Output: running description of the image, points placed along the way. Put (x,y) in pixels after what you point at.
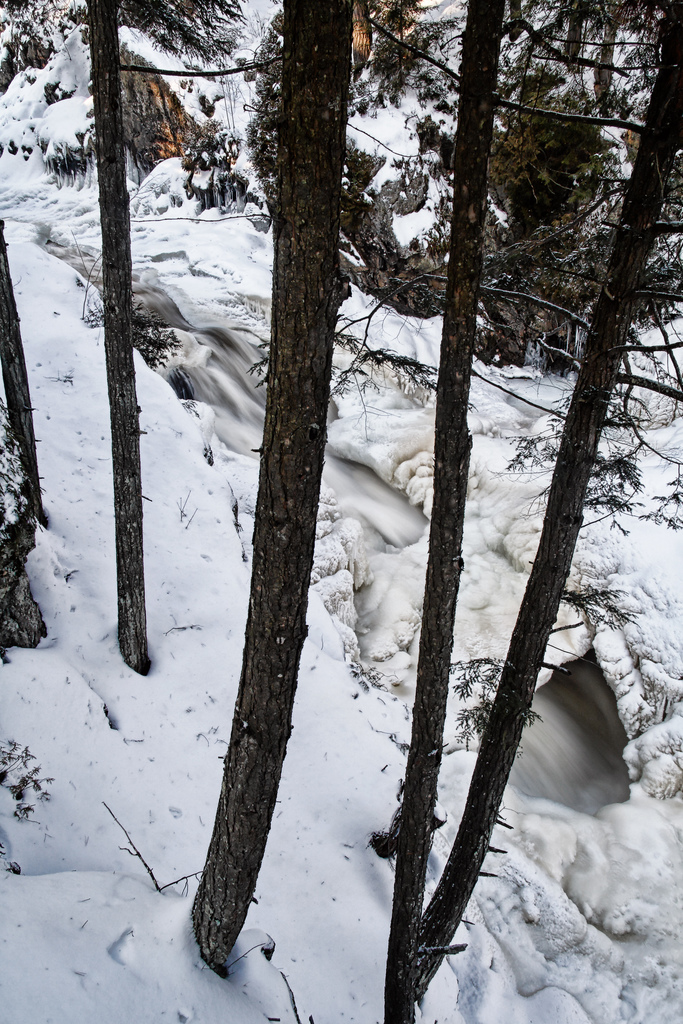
In this picture I can see snow (228,738). I can see trees (308,428).
